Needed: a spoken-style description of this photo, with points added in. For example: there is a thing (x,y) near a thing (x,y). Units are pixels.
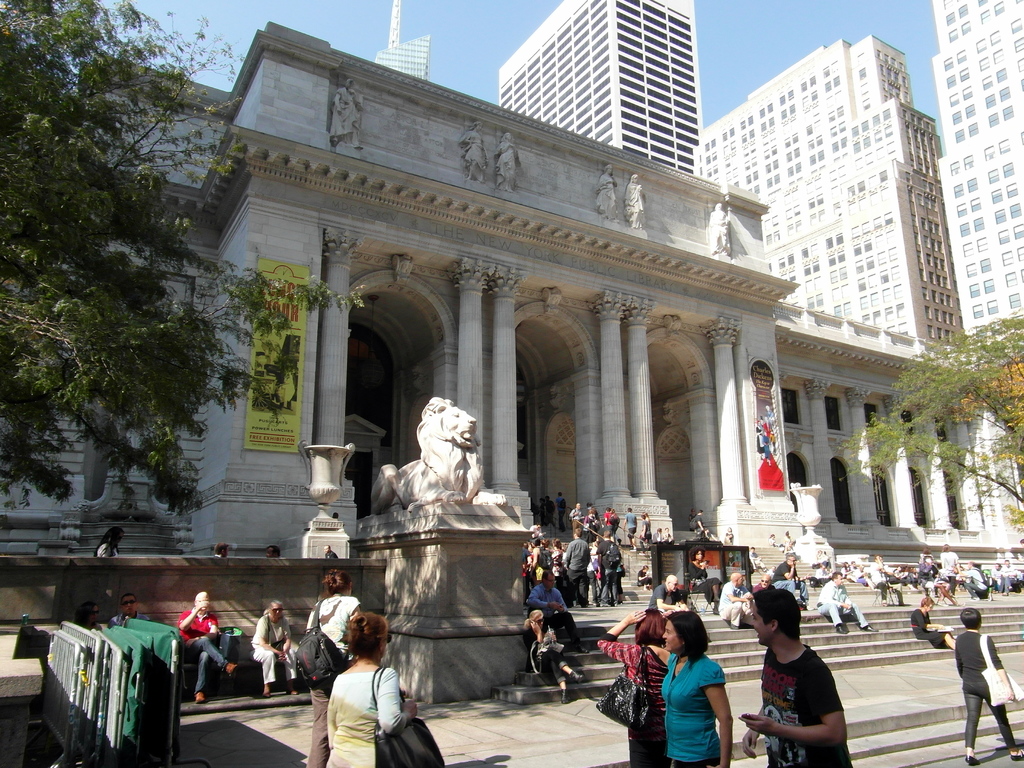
In the center of the image (614,302) there is a building (590,349), stairs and persons (598,511). On the right side of the image (808,308) we can see persons (972,596), buildings (961,498), stairs (957,709) and tree (954,411). On the left side of the image (205,623) there are persons (189,623) and tree (105,221). In the background (463,73) there are buildings (392,38) and sky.
